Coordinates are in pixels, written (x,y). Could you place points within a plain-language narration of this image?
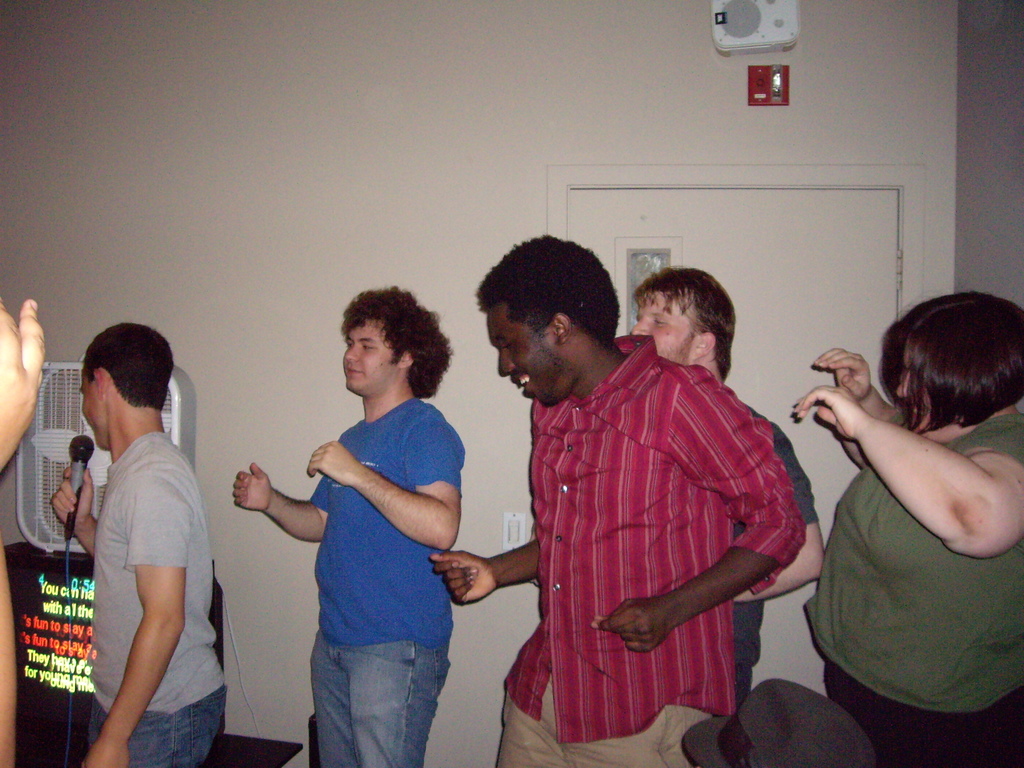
This picture is clicked inside the room (687,211). In this picture, we see five people (442,532) standing. Out of them, four (541,490) are men (427,456) and one (845,542) is a woman (846,559). I think they are dancing. The man (149,479) in grey T-shirt (161,504) is holding a microphone (78,481) in his hand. Beside him, we see a table (62,650) on which table fan (52,442) is placed. Behind them, we see a door (606,217) and a wall (328,210) in white color.
